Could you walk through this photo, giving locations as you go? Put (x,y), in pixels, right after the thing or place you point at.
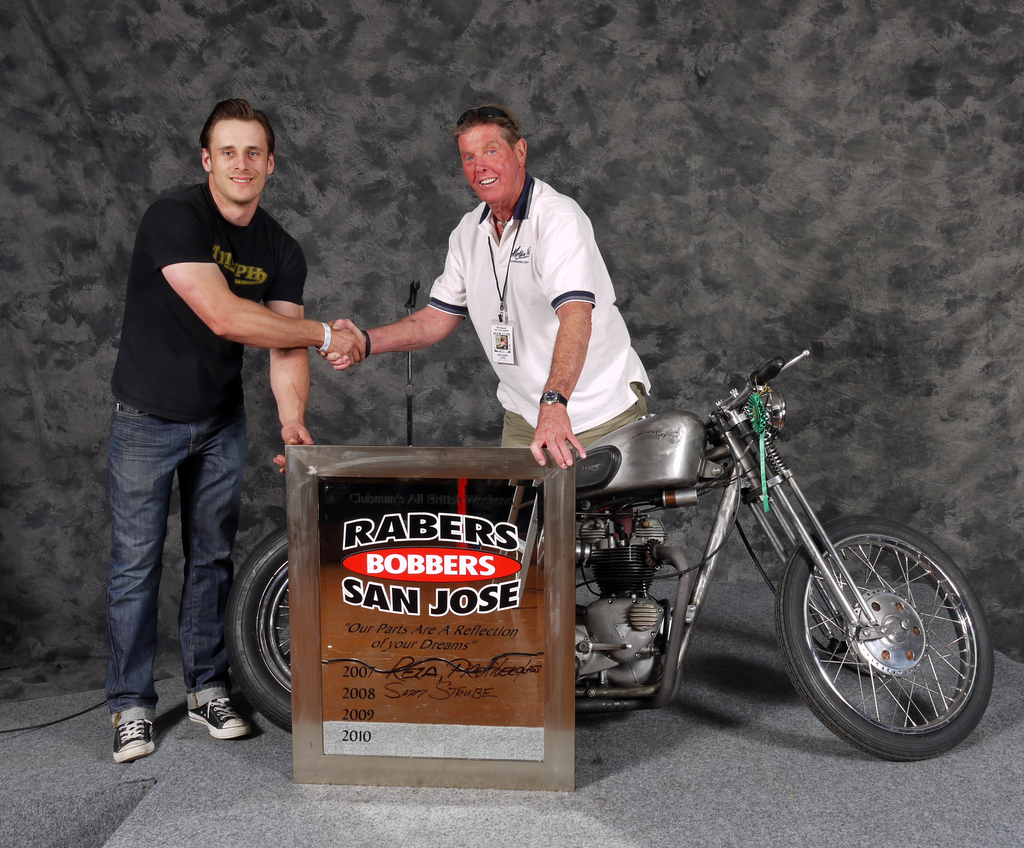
In this image there are two persons (624,379) shaking hands (346,334), one of the person (540,423) holding a board (341,702), in between the board (480,560) and person (519,438) there is a bike (749,488), in the background (901,137) there is a wall (746,361).
